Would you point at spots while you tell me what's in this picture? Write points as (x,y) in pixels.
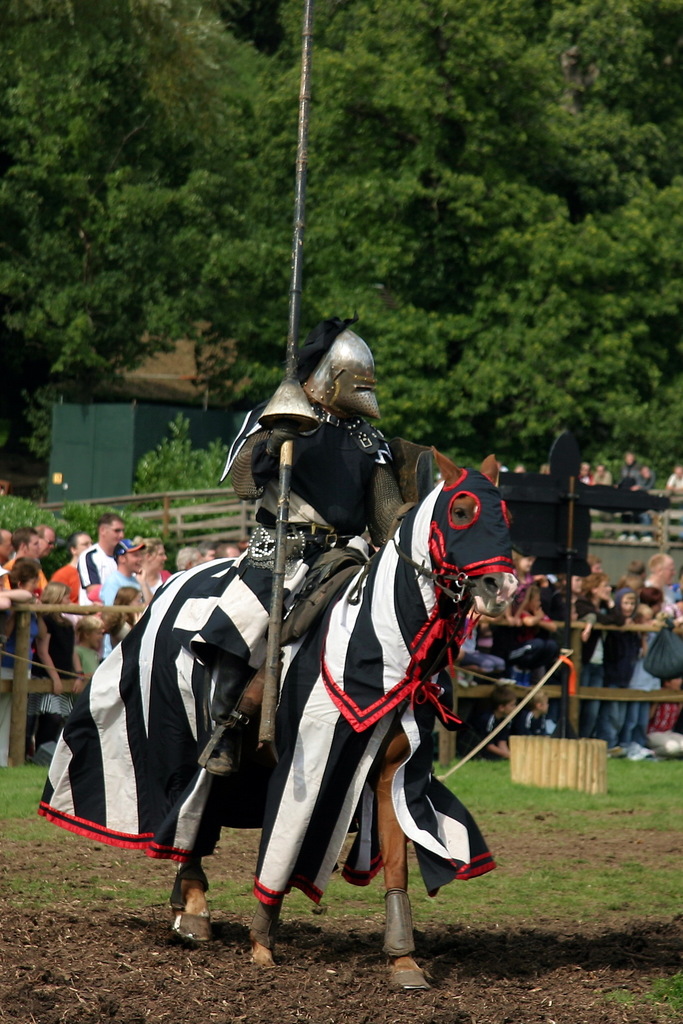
In the background (490,327) we can see trees (401,230). Around the people (621,649) there is a fence (656,626). We can see a man (219,699) sitting on a horse (242,645). At the bottom portion of the picture (363,943) we can see soil (434,955) and grass (557,906).
